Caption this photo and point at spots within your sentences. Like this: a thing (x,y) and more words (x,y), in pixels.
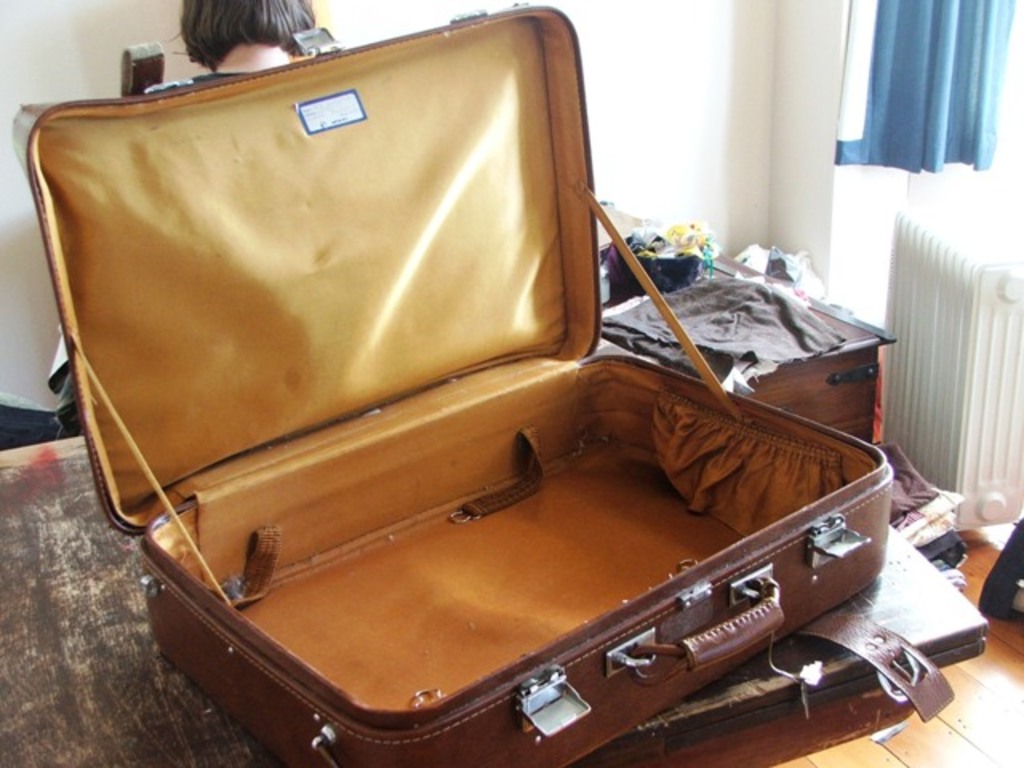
This is bag (260,104), back side there is woman (245,48), this are clothes (739,320), there is blue color curtain (921,88).
